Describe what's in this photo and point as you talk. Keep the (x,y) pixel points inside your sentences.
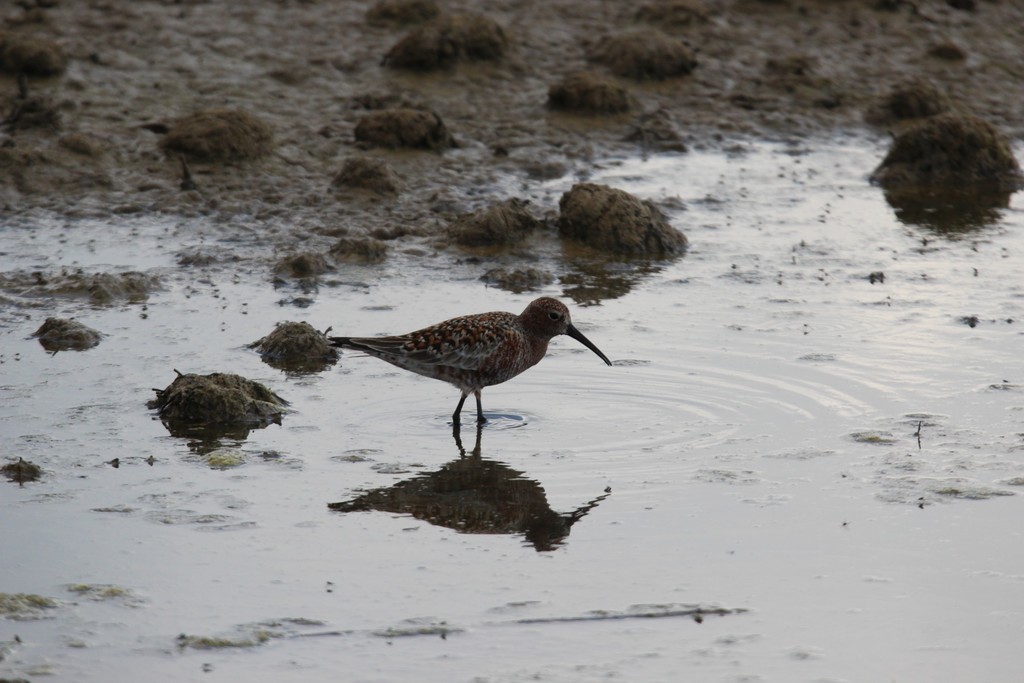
In the center of the image (462,406) there is a bird (475,379). At the bottom (450,596) we can see water (675,560). In the background (404,202) there is mud (455,108).
